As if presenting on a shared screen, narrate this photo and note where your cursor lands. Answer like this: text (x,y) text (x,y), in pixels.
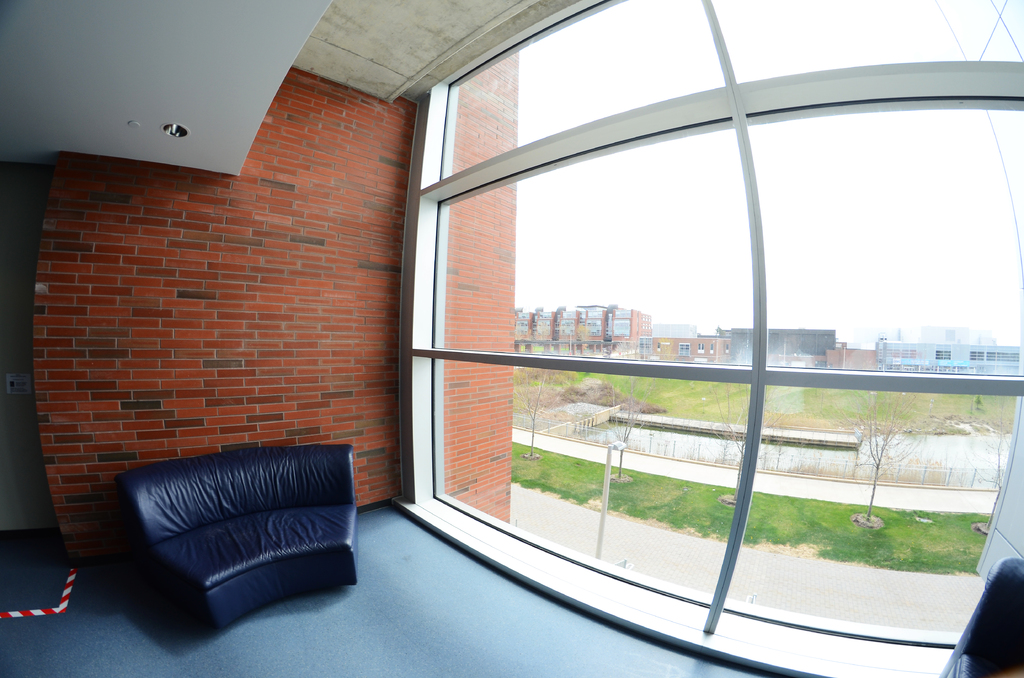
The picture consists of a closed room (385,653) where the left corner (341,530) one blue sofa (300,509) is present behind it one brick wall (195,419) is present and there is a big glass window (995,287) and outside the window (585,367) there are buildings (627,340), trees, roads (546,516) and water (768,454).
